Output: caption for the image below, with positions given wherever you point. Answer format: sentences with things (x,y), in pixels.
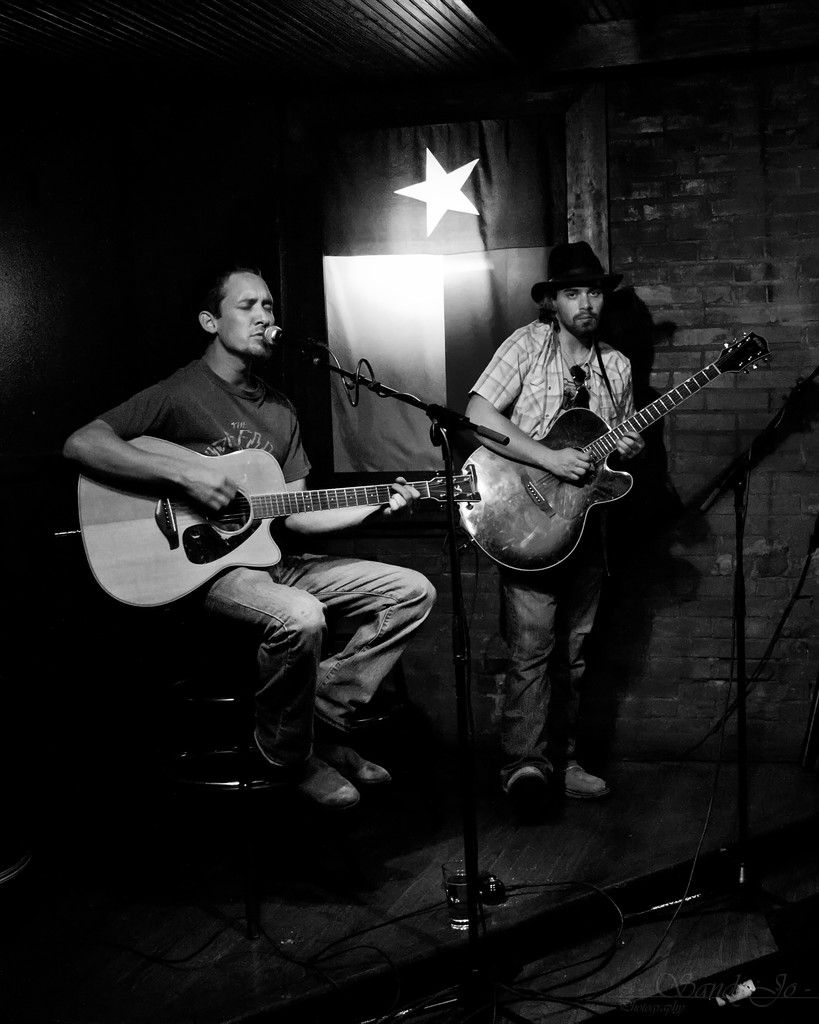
The person (256,410) in the left (248,465) is playing guitar (293,501) and singing in front of a mic (314,350) and the person (554,389) beside him is standing and playing guitar (598,416).
